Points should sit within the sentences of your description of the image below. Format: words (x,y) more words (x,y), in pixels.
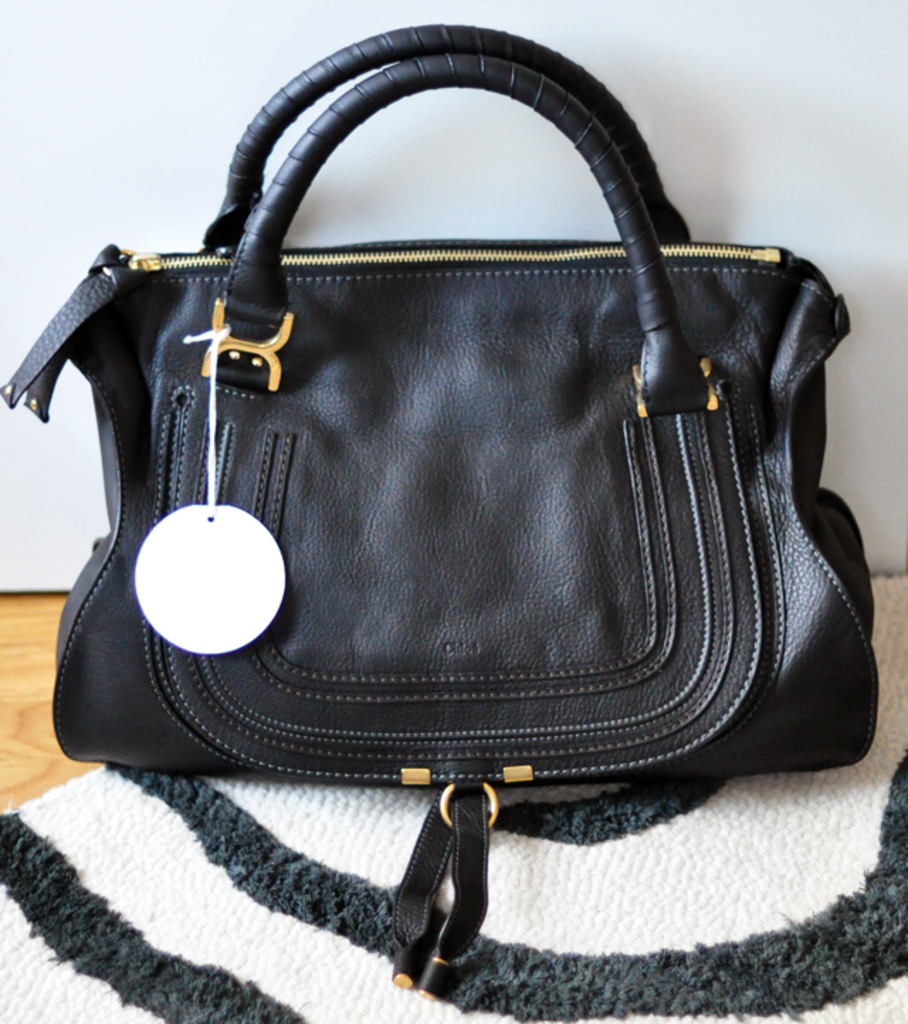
This image consists of a bag (481,788) which is placed on cloth (623,940). That is in black color. It has zips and tag (163,538) to it. It has handle (238,312) too.
